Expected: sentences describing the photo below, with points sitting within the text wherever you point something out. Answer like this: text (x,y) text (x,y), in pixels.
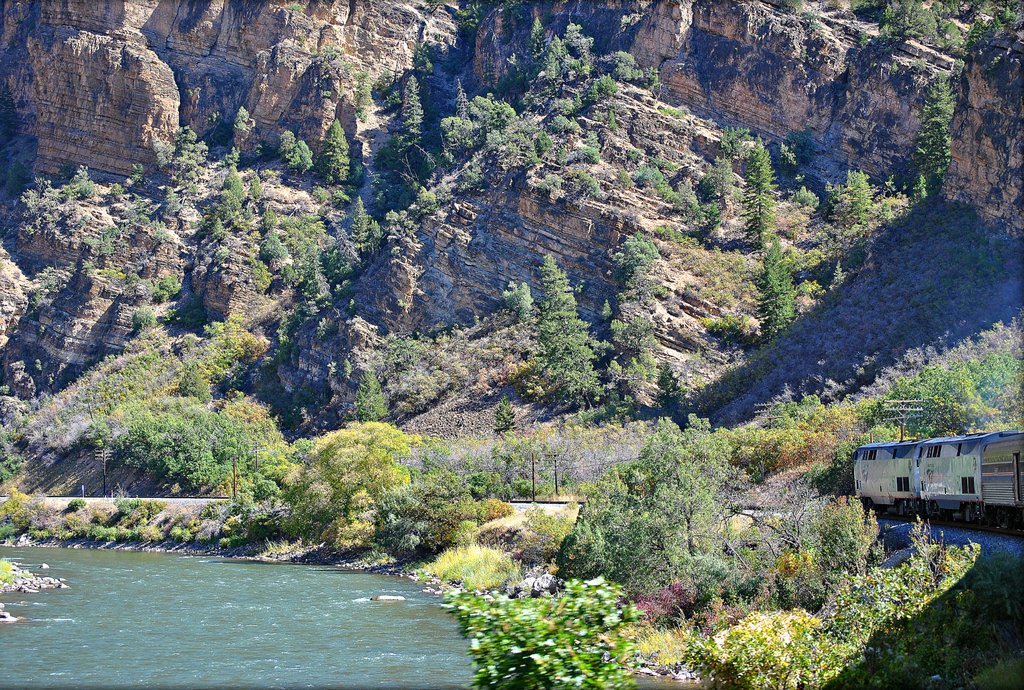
As we can see in the image there is a hill (573,143) and trees (414,122) here and there. On the left (200,625) there is water (235,579), on the right (941,502) there is a train (919,463).
